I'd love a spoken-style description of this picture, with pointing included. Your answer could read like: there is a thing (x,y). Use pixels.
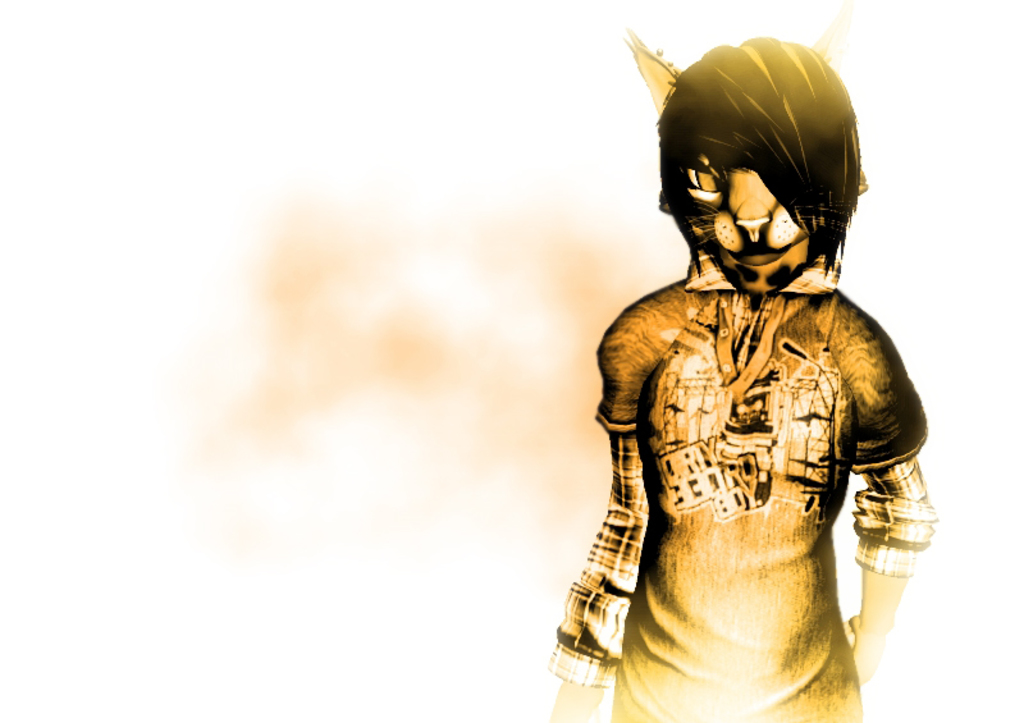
In the image there is an animated picture (696,340) in the foreground (703,561).
